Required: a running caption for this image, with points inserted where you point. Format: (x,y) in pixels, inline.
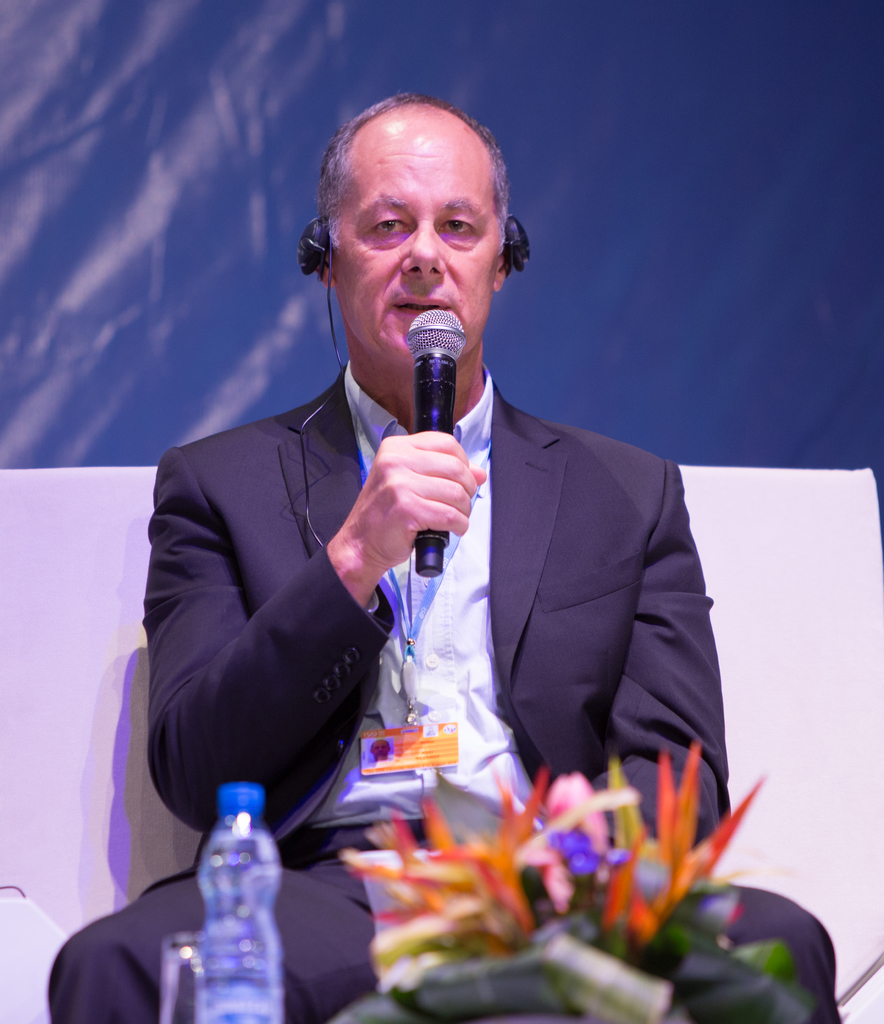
A man (528,614) in suit (547,568), wearing a white color shirt (479,597), holding a mic (431,407), wearing a headset (310,243), and talking. He is sitting on sofa (823,823). In front of him, there is flowers (457,864), bottle (240,948), and glass (194,988) on a table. In the background (75,187), there is a blue color poster (214,80).
